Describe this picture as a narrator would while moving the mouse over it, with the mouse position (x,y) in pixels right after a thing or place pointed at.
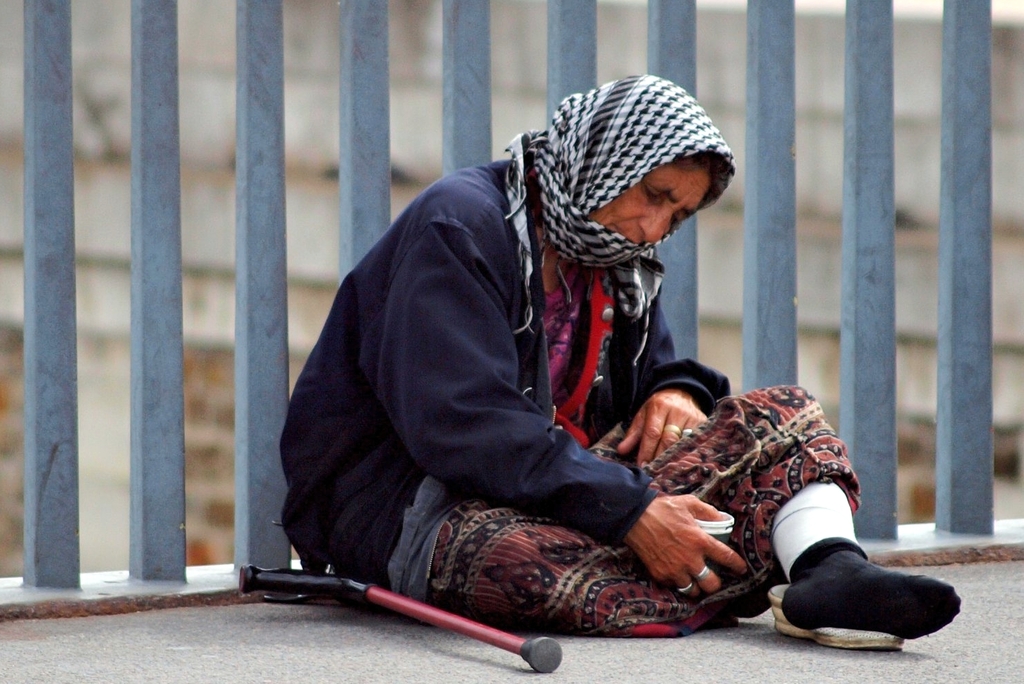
As we can see in the image there is fence (276,349) and a woman (593,226) sitting over here. In the background (296,166) there is a building (297,174).
